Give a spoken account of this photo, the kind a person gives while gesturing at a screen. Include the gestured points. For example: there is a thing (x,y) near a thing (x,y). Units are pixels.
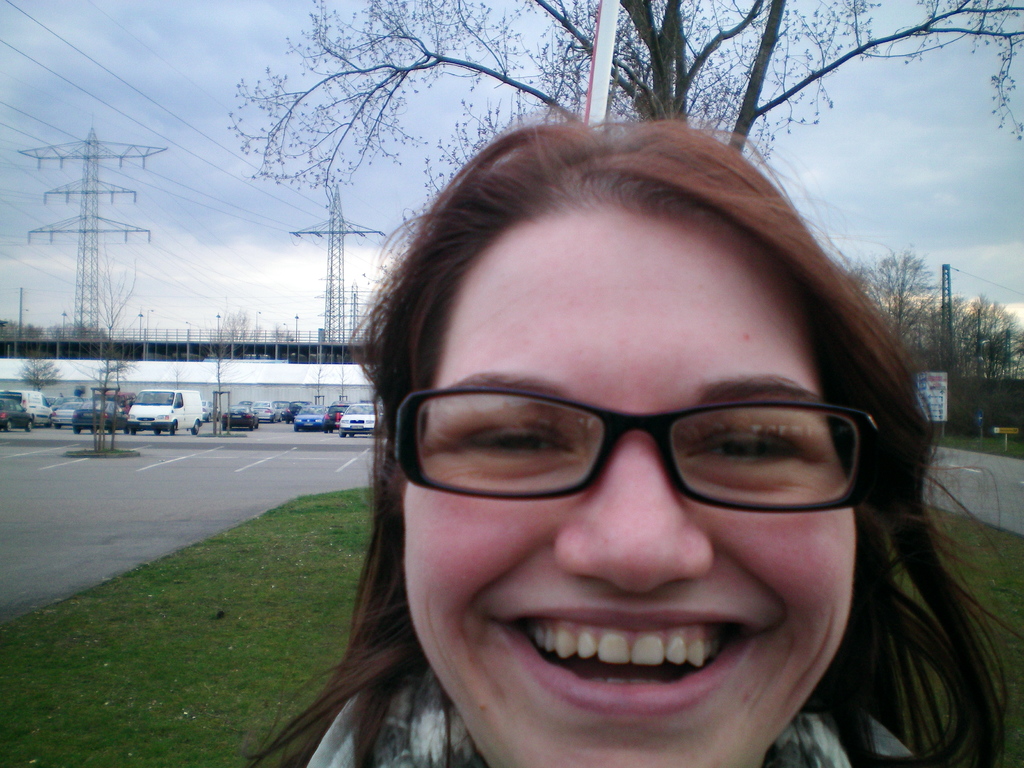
This picture is clicked outside. In the foreground (477,317) there is a person (766,549) wearing spectacles (515,422) and smiling. In the background (275,257) we can see the sky (206,67), cables (203,191), poles (346,224), trees (735,85), buildings (2,382), metal rods (314,348), boards (934,378) and group of vehicles (205,415) seems to be parked in the parking lot (293,459).
